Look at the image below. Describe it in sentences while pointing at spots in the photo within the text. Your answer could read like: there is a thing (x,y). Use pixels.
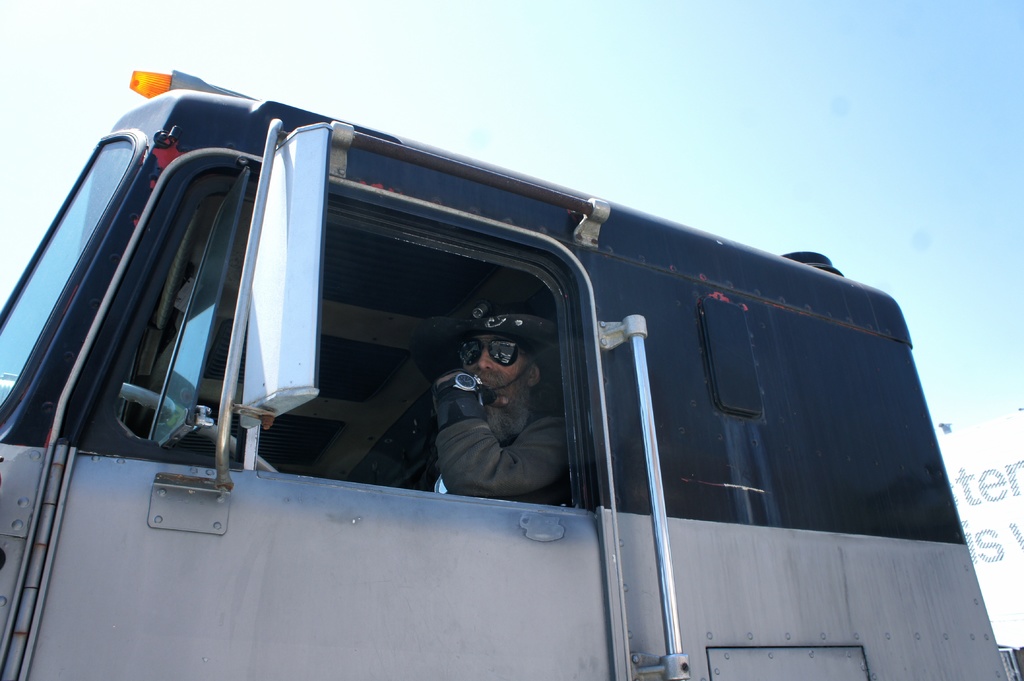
In this picture, we see a man (447,443) riding the vehicle (621,456). He is wearing the goggles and a watch (465,374). He is in the uniform (536,490). This vehicle (444,549) is in black and white color. On the right side (983,457), we see a board (1005,545) or a banner (1002,533) in white color with some text (1014,503) written on it. At the top of the picture (811,93), we see the sky (764,52).
